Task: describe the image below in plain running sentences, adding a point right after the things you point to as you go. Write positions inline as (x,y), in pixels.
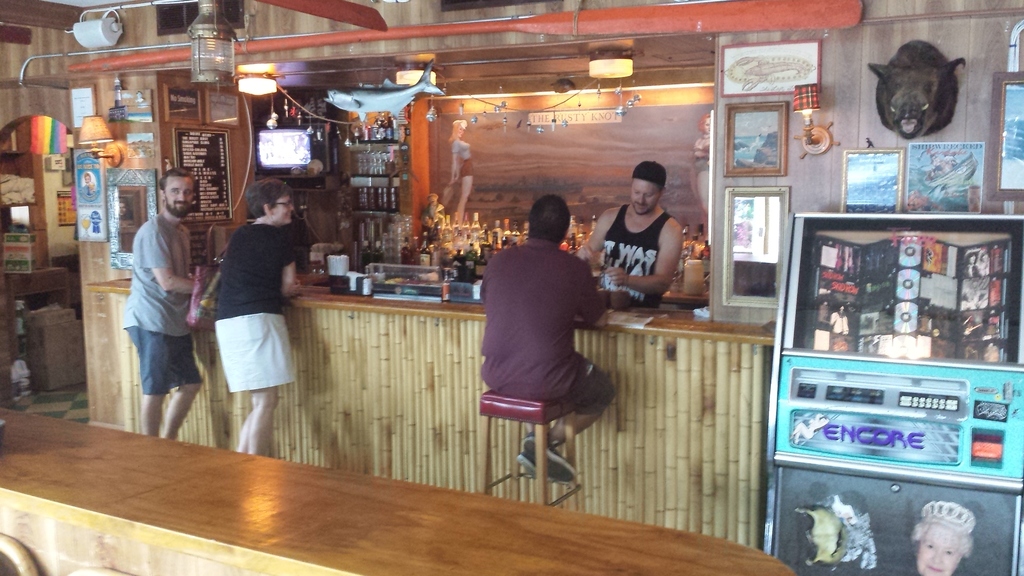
this picture taken from in front of a shop (308,288) and a person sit on the stool (527,416) wearing a maroon color shirt (541,345). there are two persons (271,374) standing in front of the shop (322,296). And on the top (255,90) i can see a lights (243,86) and i can see a photo frames (888,199) and there are some bottles (455,232) kept on the shop (357,218) and there is a pipe line (45,55) on the roof (280,66) and there is a table (11,281) on the left corner (8,287).
